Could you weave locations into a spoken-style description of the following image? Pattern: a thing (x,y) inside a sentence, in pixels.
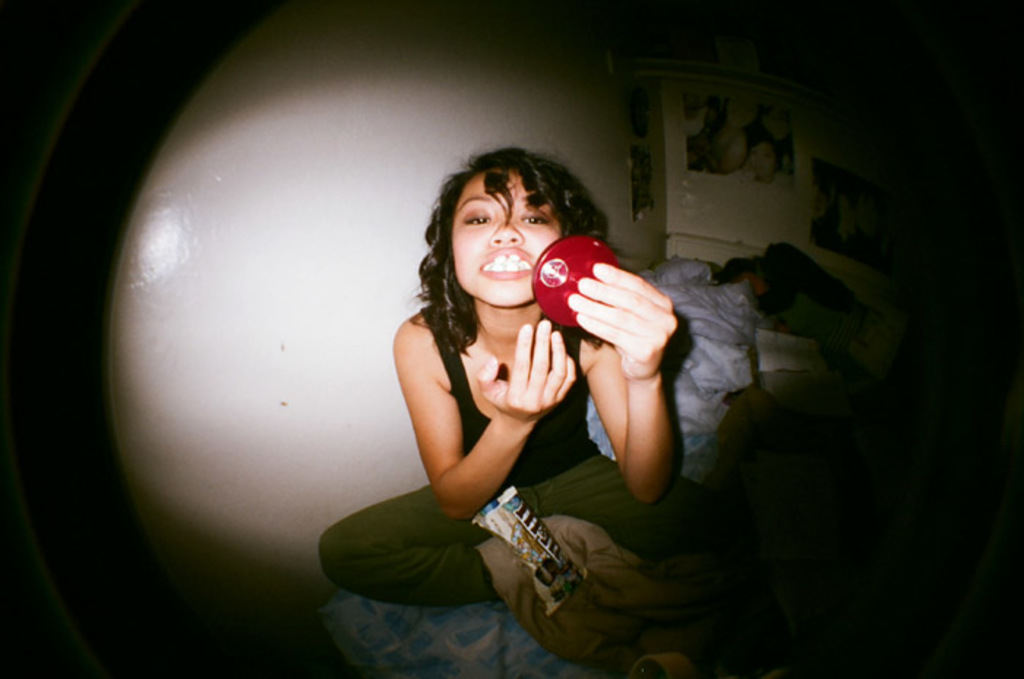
In the image a woman (506,180) is sitting on a bed (609,452) and holding a mirror (589,258). Behind her there is a wall (124,249).
